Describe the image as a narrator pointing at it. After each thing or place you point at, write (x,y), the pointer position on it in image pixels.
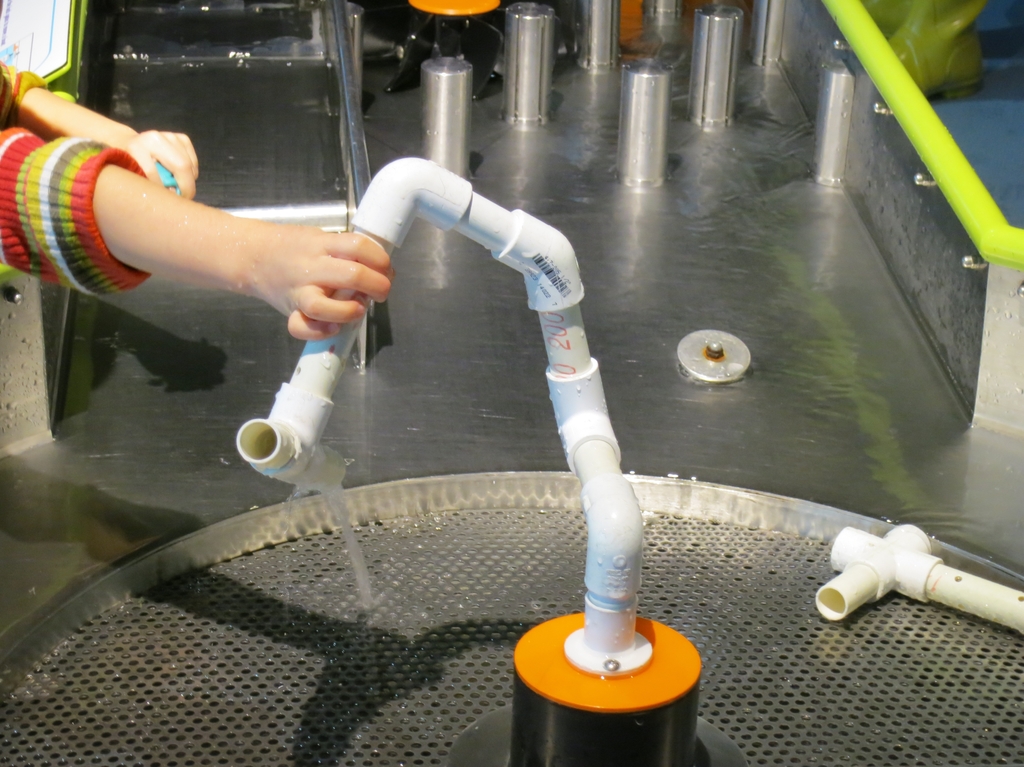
As we can see in the image there is a person (168,215) holding pipe (527,215) and in the background (717,28) there are steel rods (630,63) and water (887,365).
